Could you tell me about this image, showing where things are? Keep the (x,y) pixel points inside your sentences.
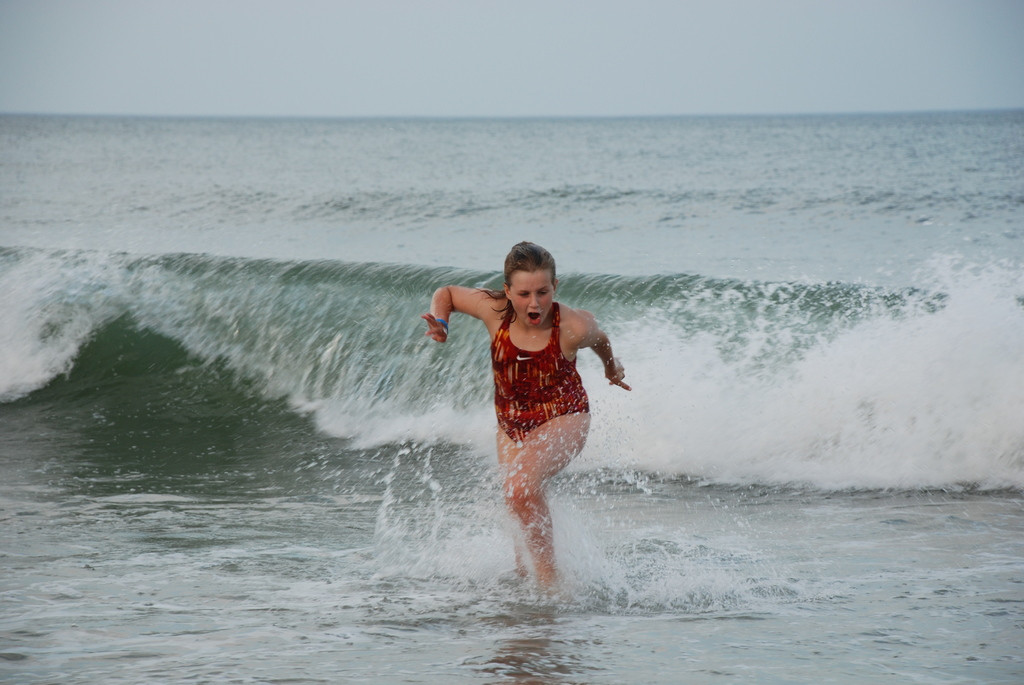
In this picture we can see a woman (537,563) running and in the background (149,403) we can see water (405,199), sky (622,52).
